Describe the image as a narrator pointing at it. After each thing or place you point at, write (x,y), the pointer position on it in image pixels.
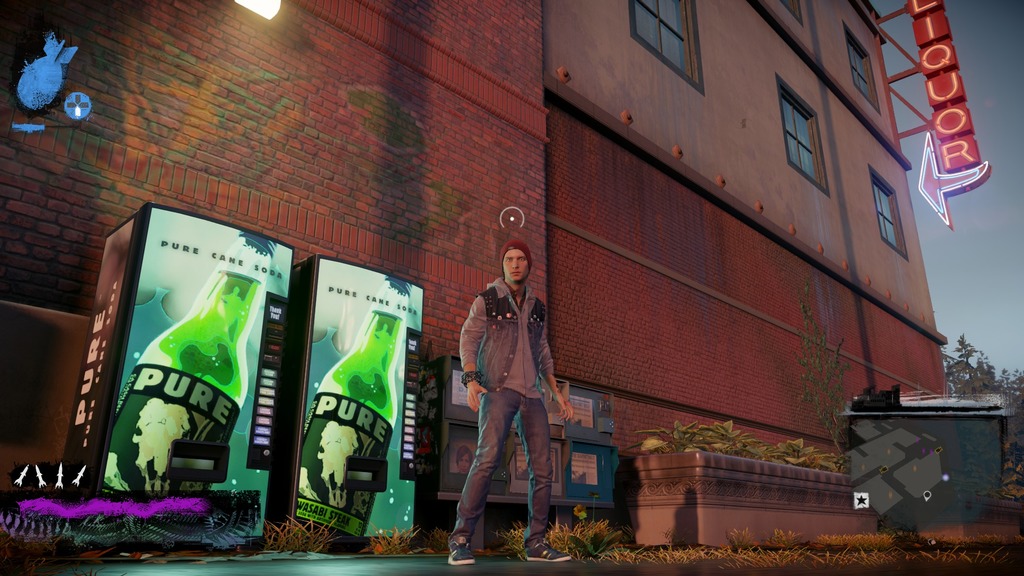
This is a video game image. In this image there is a person (484,427) standing. Behind him there is a building (620,184) with neon sign boards (982,176), lamp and text (213,259) on it. In front of the building (619,363) there are plants (667,443), trash bin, two vending machines (308,503) and grass (726,559) on the surface (750,551). Beside the building (451,277) there are trees (963,366). At the top of the image (981,52) there is sky (1019,355).
